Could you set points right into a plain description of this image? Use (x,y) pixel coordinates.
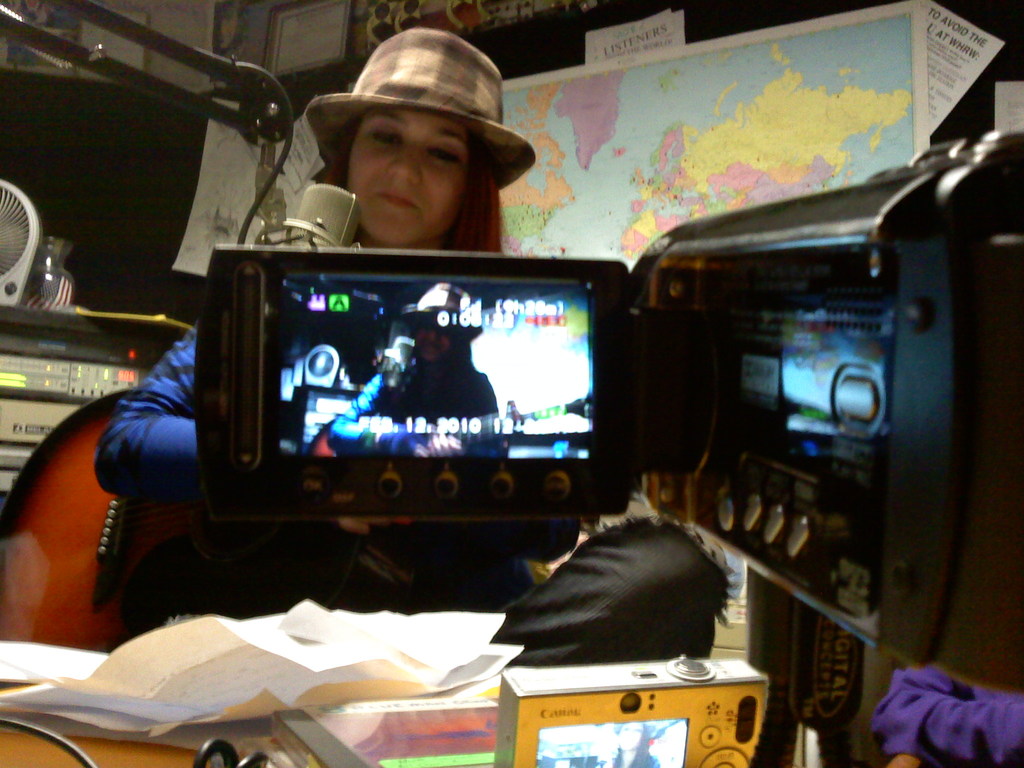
In the middle of the image (529,478) there is a camera (992,484). Behind the camera (811,507) a woman (457,151) is sitting and holding a guitar (131,568). At the top of the image (642,159) there is a wall (843,6), on the wall (619,162) there are some posters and maps (718,150). At the bottom of the image (402,634) there is a table (245,716), on the table (388,716) there are some papers (19,715).
